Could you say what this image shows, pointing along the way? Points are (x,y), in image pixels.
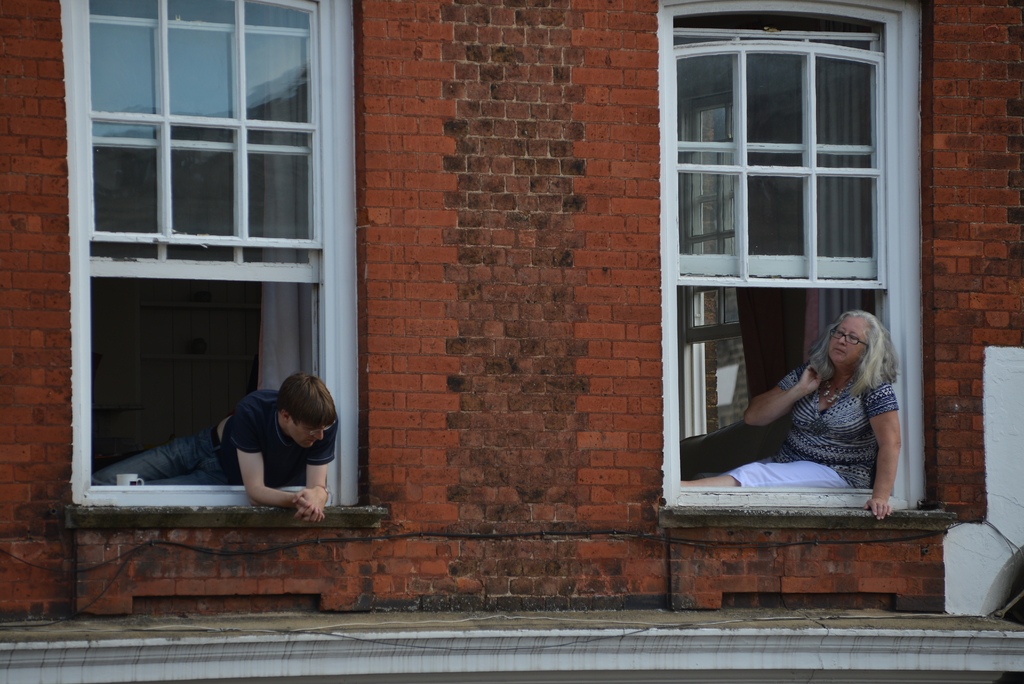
In this image there is a building (431,580) for that building (542,75) there are two windows (852,466), in one window (159,438) there is a man (267,446) and in another window (698,493) there is a woman (799,459).
